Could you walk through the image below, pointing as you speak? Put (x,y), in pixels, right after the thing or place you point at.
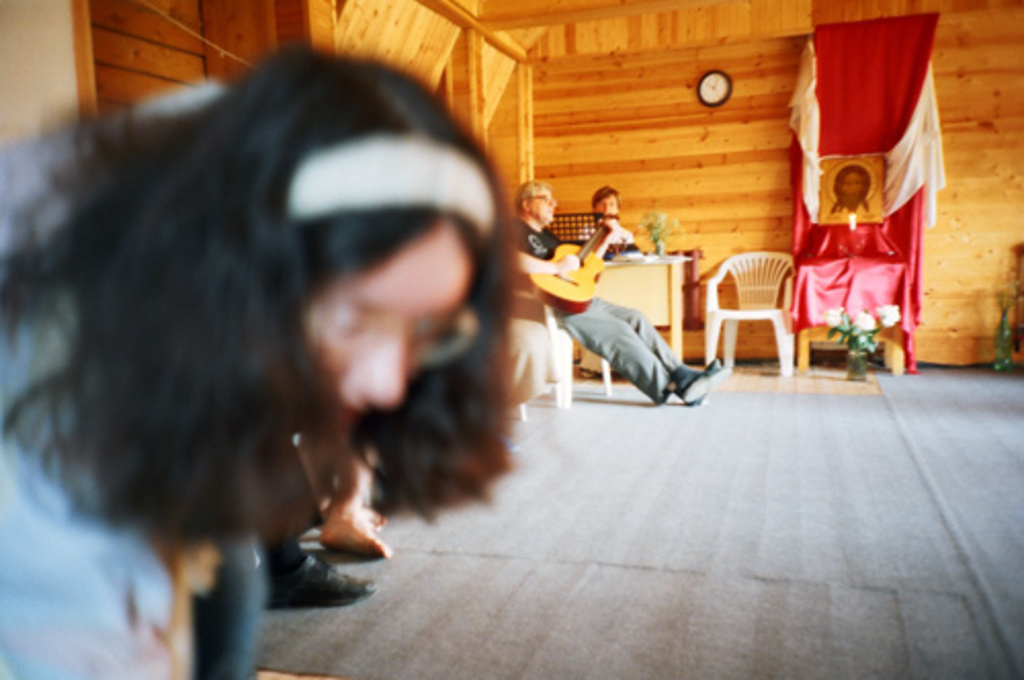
This picture is of inside. On the left (142,246) there is a woman (180,556) and a man (549,214) wearing black color t-shirt (532,248), sitting on the chair (564,343) and playing guitar (589,267). There is a table (656,285) on the top of which some items (633,249) are placed. In the background (710,149) we can see the wall (745,151), wall clock (722,75), chair (756,268), person (607,215) sitting on the chair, red color cloth (889,231) and a flower vase (867,343).
